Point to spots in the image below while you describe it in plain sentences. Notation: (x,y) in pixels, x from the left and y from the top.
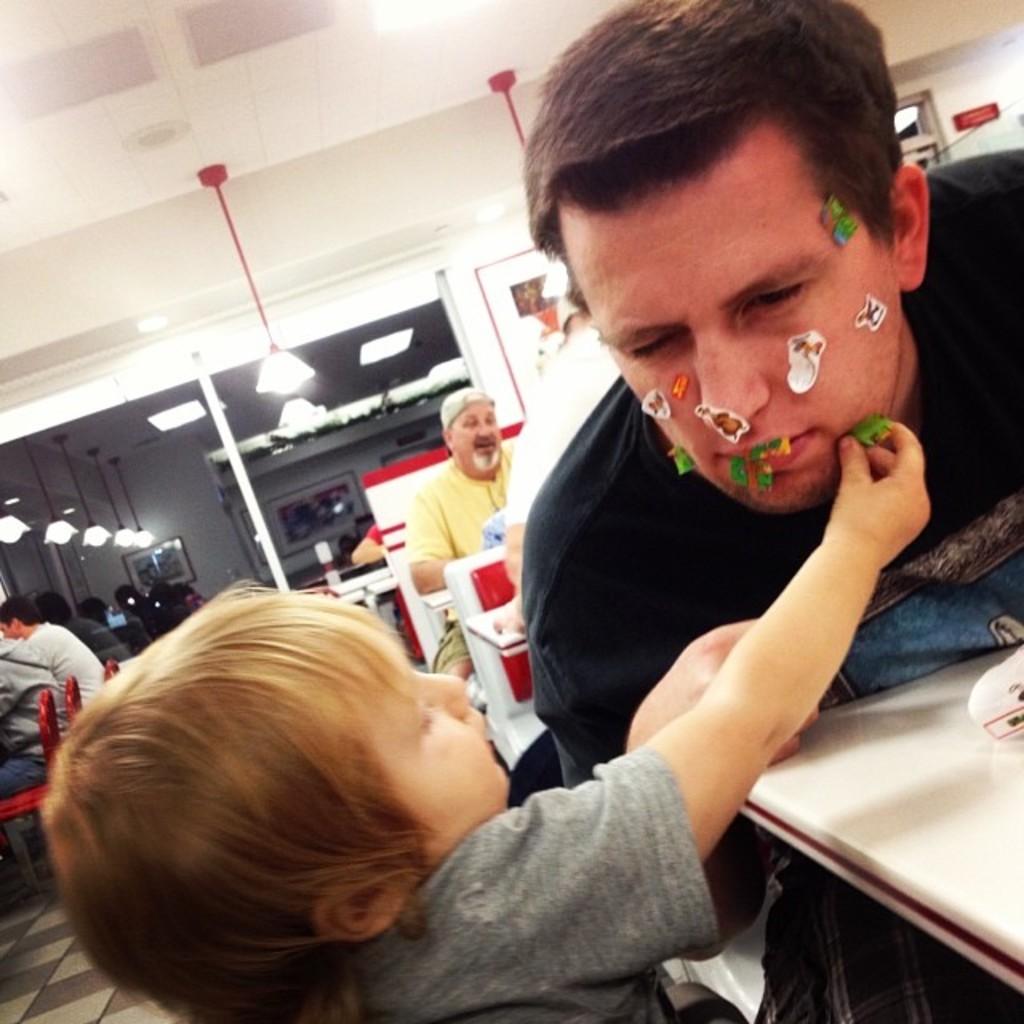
In this picture we can see some people (315,680) are sitting, in front (785,799) we can see tables (813,787) on which we can see some objects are placed, one boy (748,765) is sticking stickers (757,445) on a person face (761,399).
